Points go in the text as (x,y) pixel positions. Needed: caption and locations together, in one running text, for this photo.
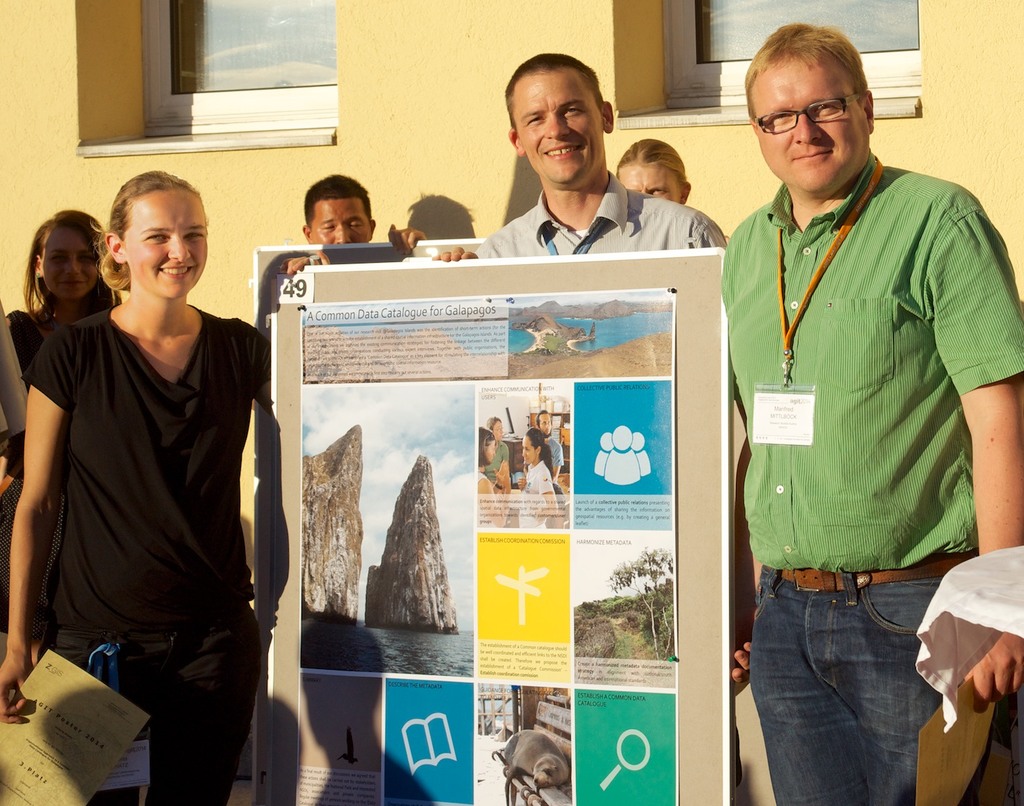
In this image in front (894,551) there are few people (1004,347) standing by holding the boards (669,662). Behind them there is a wall (415,36) with the glass windows (760,8).
